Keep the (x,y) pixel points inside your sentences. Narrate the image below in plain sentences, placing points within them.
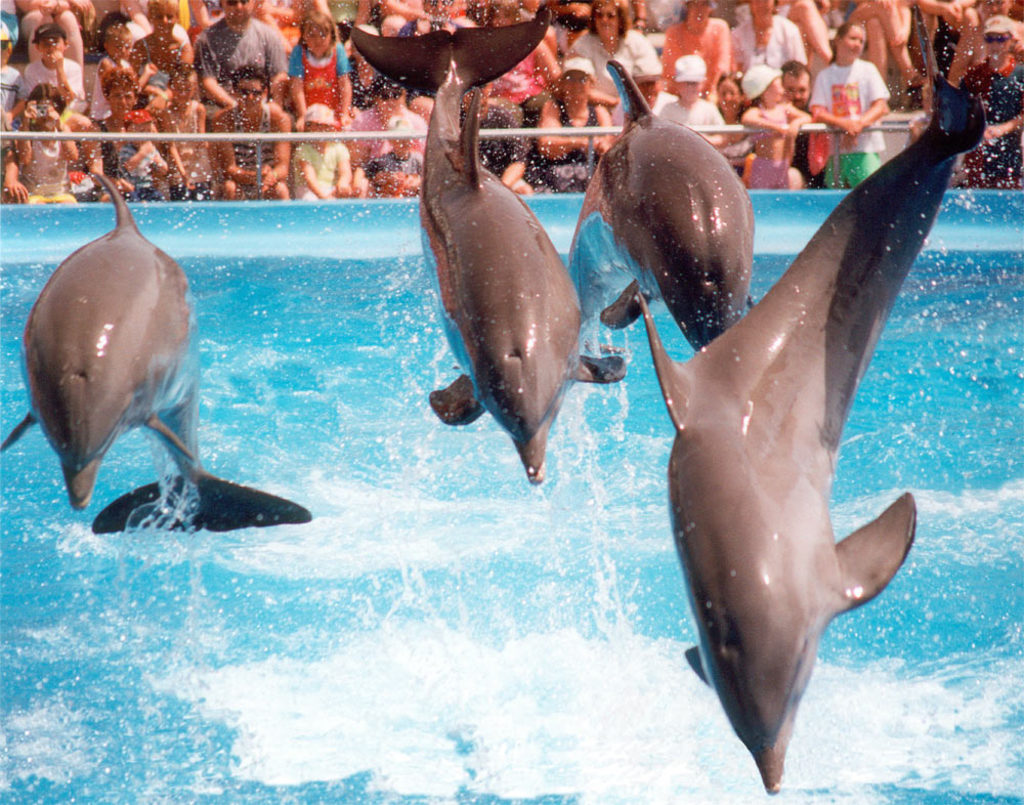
In this image we can see dolphins (623,318) jumping into the water (357,482) and in the background (380,160) there are many people (394,84) near the iron railing (313,138).
